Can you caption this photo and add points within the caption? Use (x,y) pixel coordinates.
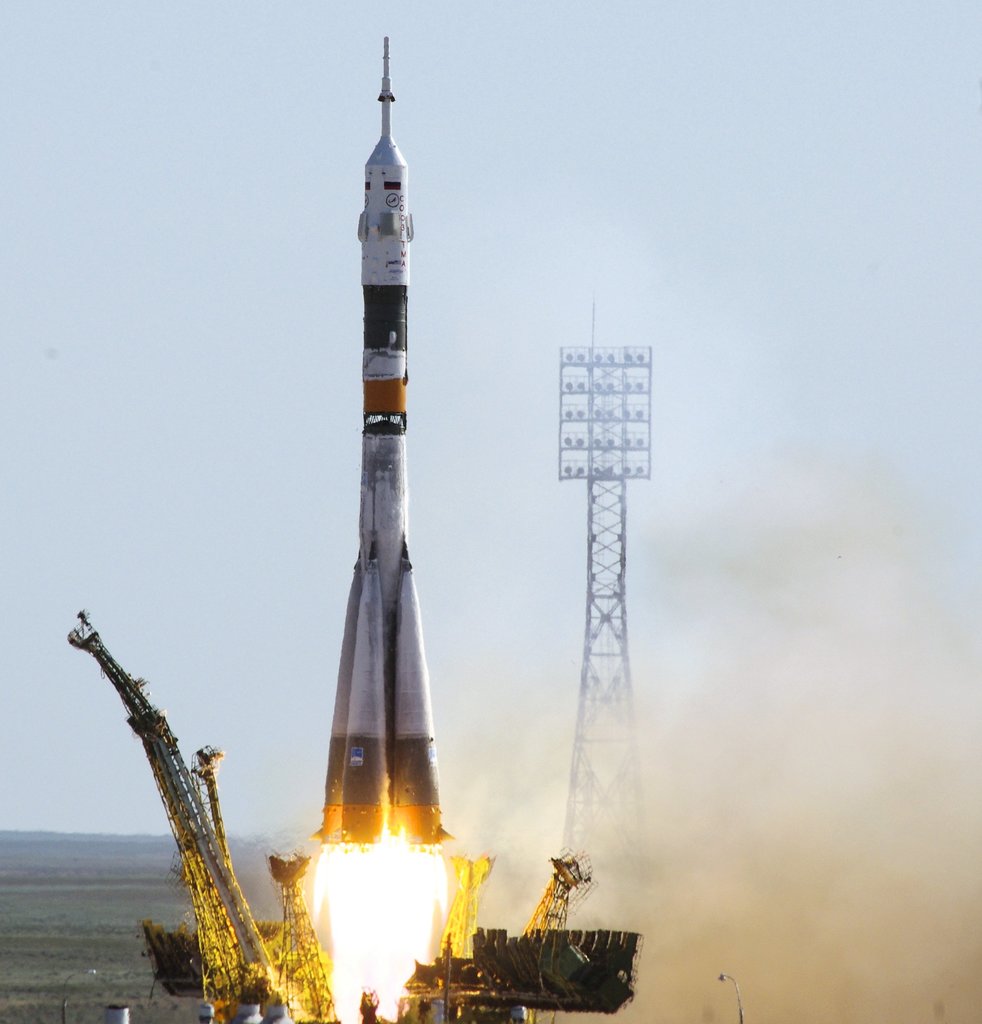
In this image I can see a rocket (422,794) is moving at the bottom (364,949) there is the fire (382,913). On the right side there is an iron frame (592,408), at the top (606,143) it is the sky (580,158).
